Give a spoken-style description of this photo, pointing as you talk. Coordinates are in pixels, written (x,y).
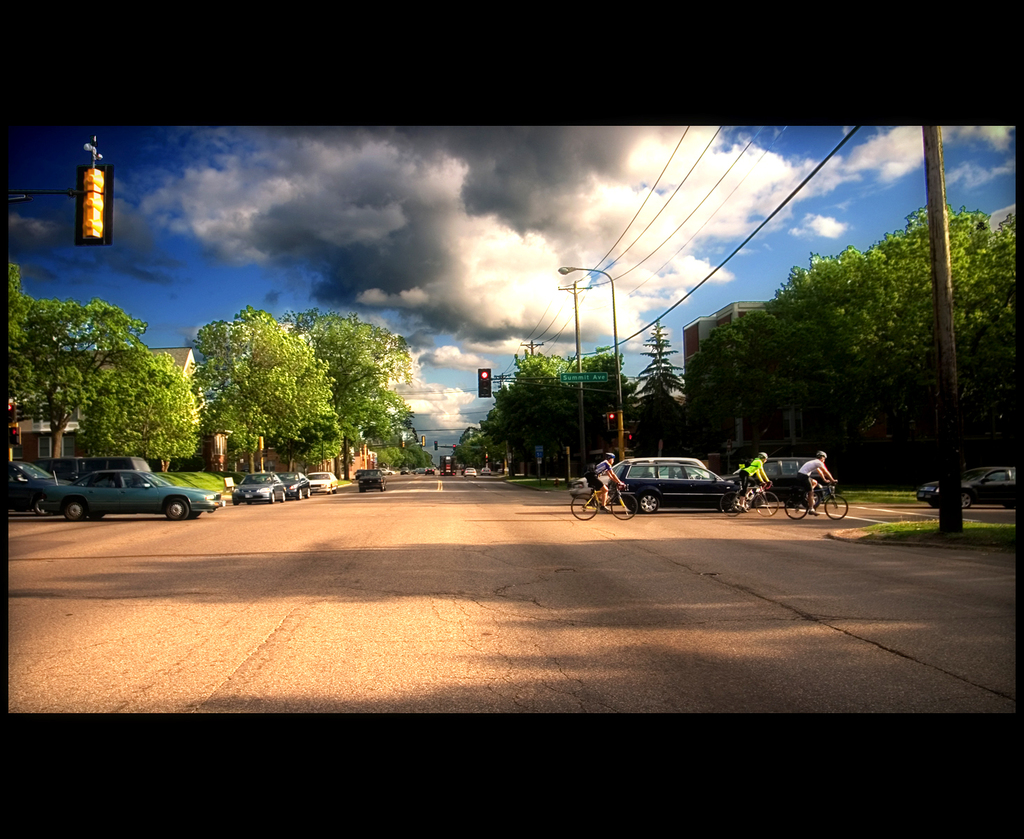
In this image there are vehicles (299,493) and there are persons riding bicycle (722,507). There are trees (650,403), poles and there is grass (1010,535) on the ground (964,535) and the sky (303,186) is cloudy.
